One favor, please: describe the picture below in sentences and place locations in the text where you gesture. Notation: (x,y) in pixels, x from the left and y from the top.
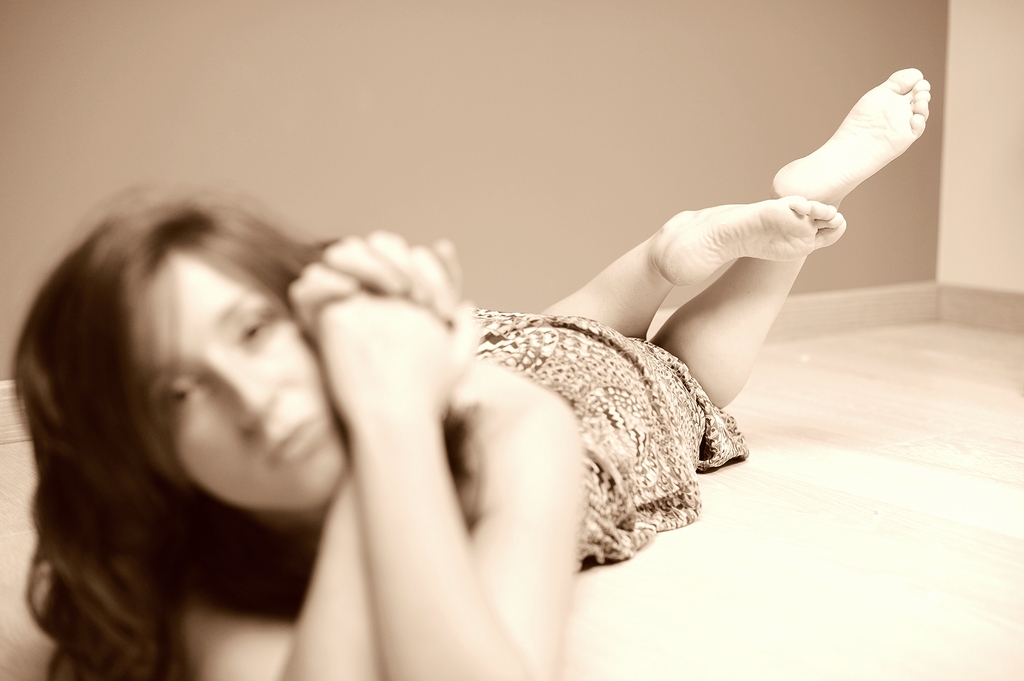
In this image there is a woman (403,438) lying on the floor (784,590), there is a wall (703,168) towards the top of the image (568,114).
